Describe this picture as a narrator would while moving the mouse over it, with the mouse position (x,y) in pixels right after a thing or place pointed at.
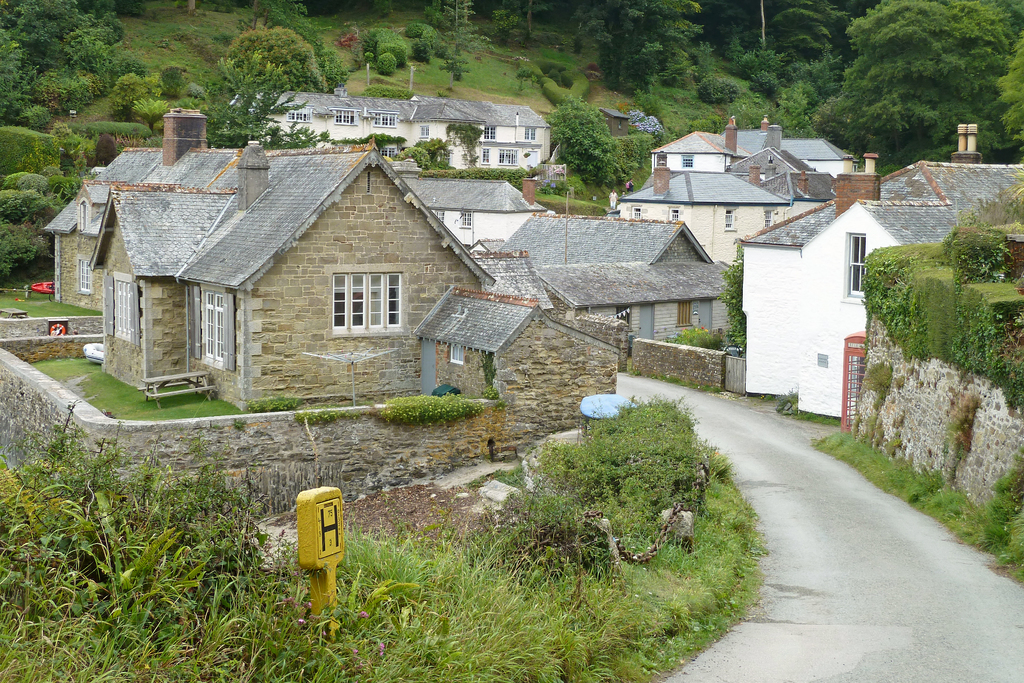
In this picture there is a road (858,574) and there are few houses (462,262) which has chimneys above it are either sides of the road (838,593) and there is greenery ground (395,72), plants (422,55) and trees (260,70) in the background (317,45).
